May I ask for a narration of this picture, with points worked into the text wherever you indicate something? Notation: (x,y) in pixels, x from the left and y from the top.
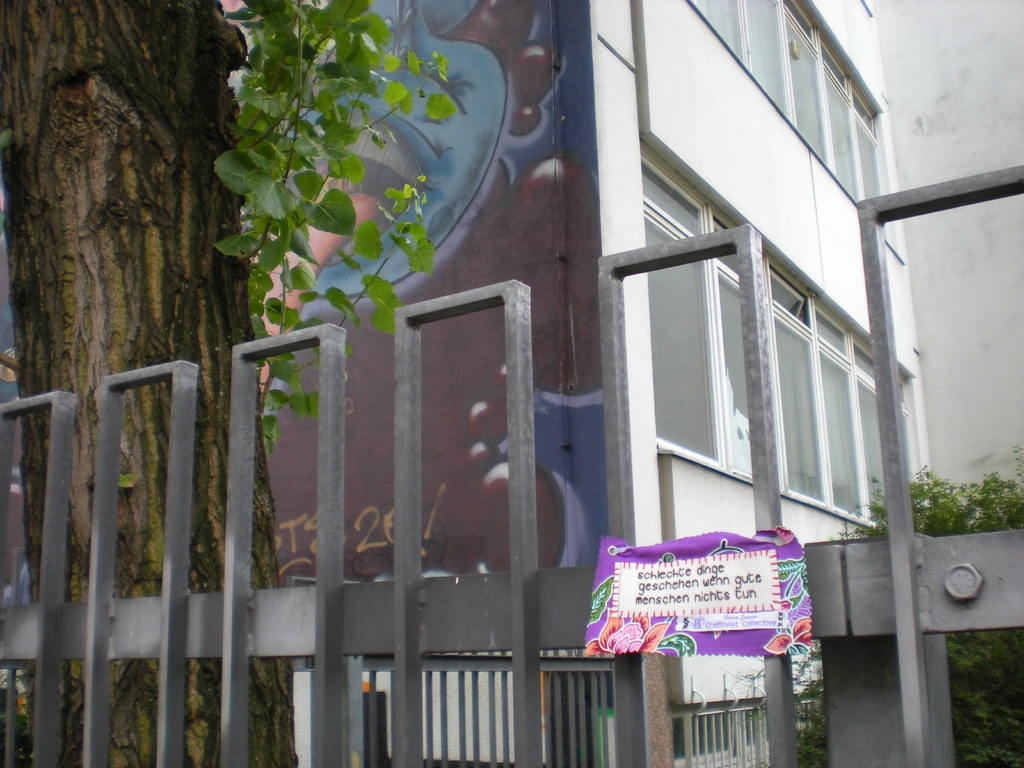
In this picture we can see a building (765,93), on the left side (289,218) there is a tree (173,263), we can see grilles (463,760) and a card (722,570) in the front (696,613), on the right side (1018,673) there is a plant (986,663), we can see some text (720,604) on this card (685,591).
